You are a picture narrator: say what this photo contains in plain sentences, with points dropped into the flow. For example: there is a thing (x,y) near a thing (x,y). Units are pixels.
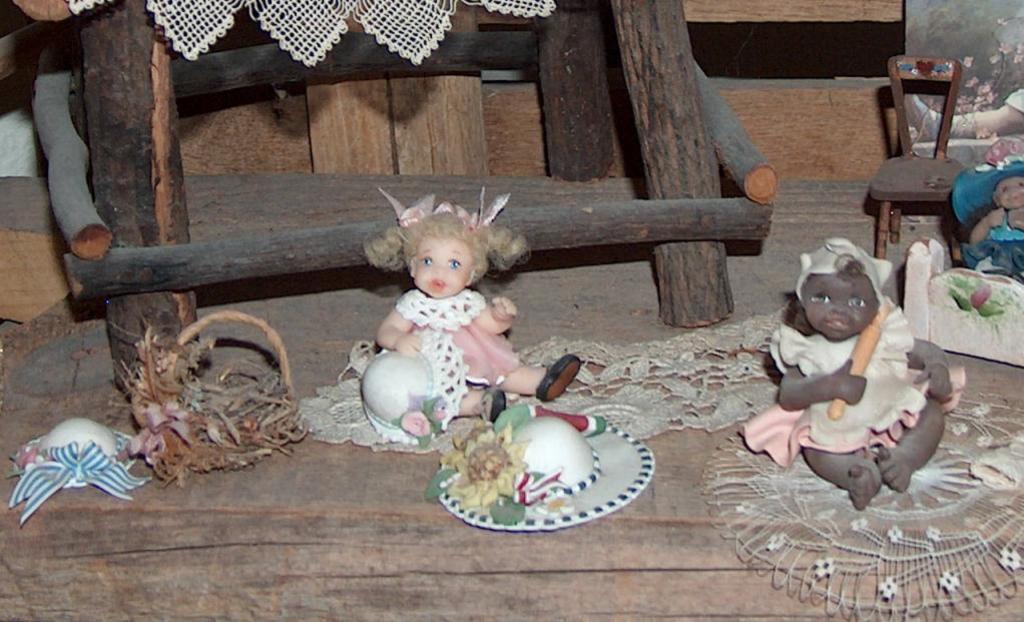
In the picture we can see two dolls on the wooden plank (696,521) and behind it we can see a wooden sticks (628,20) and near the doll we can see a hat (478,511) which is white in color and decorated with some flowers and behind we can see some toy chair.
